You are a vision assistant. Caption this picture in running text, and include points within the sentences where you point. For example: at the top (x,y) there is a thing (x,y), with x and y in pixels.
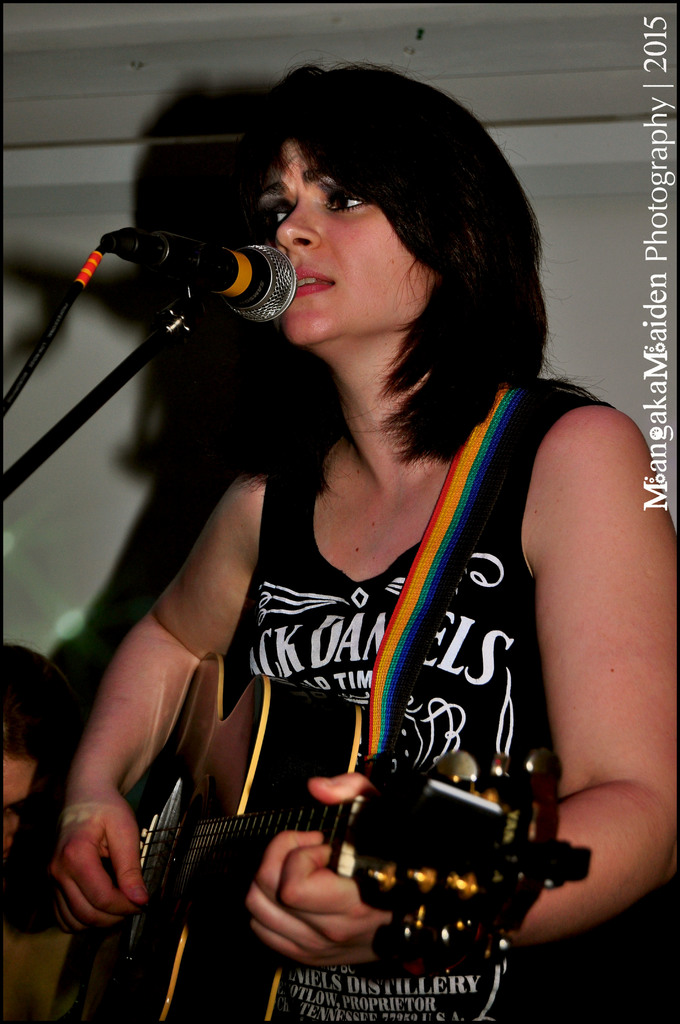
Here a person (467,695) is playing guitar (403,860) and singing on the microphone (242,282).
